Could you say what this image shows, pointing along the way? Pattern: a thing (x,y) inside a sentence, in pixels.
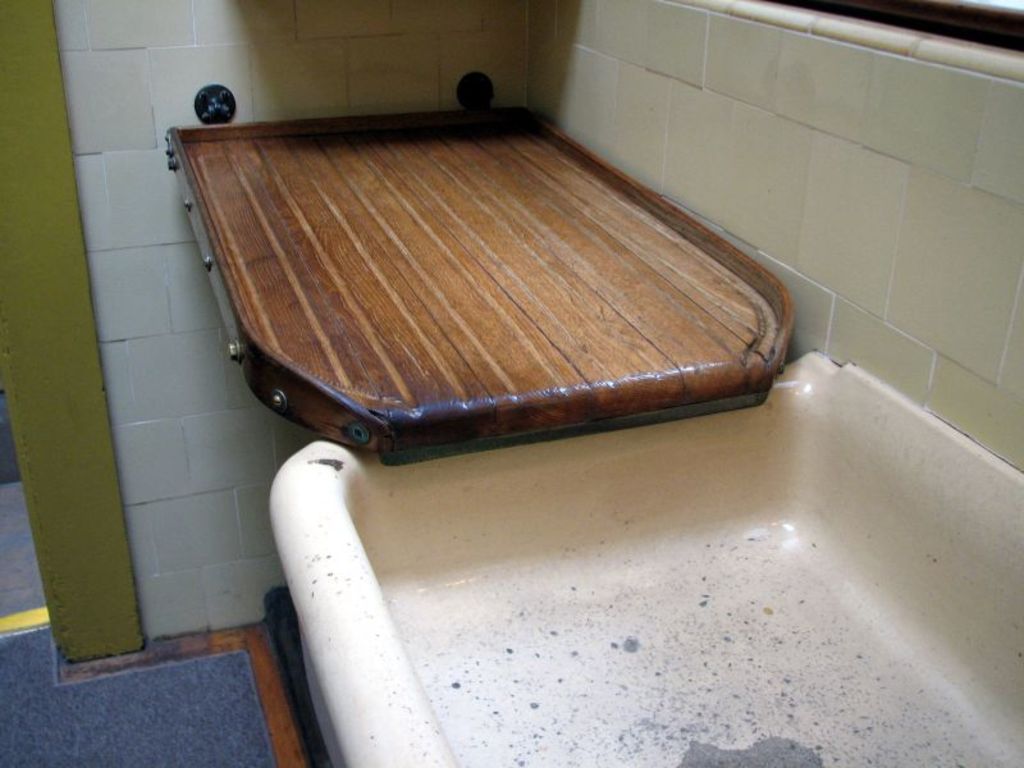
In this image in the center (652,432) it looks like a wash basin (1011,517) and some wooden board (573,196), in the background (936,279) there is wall (910,239).
